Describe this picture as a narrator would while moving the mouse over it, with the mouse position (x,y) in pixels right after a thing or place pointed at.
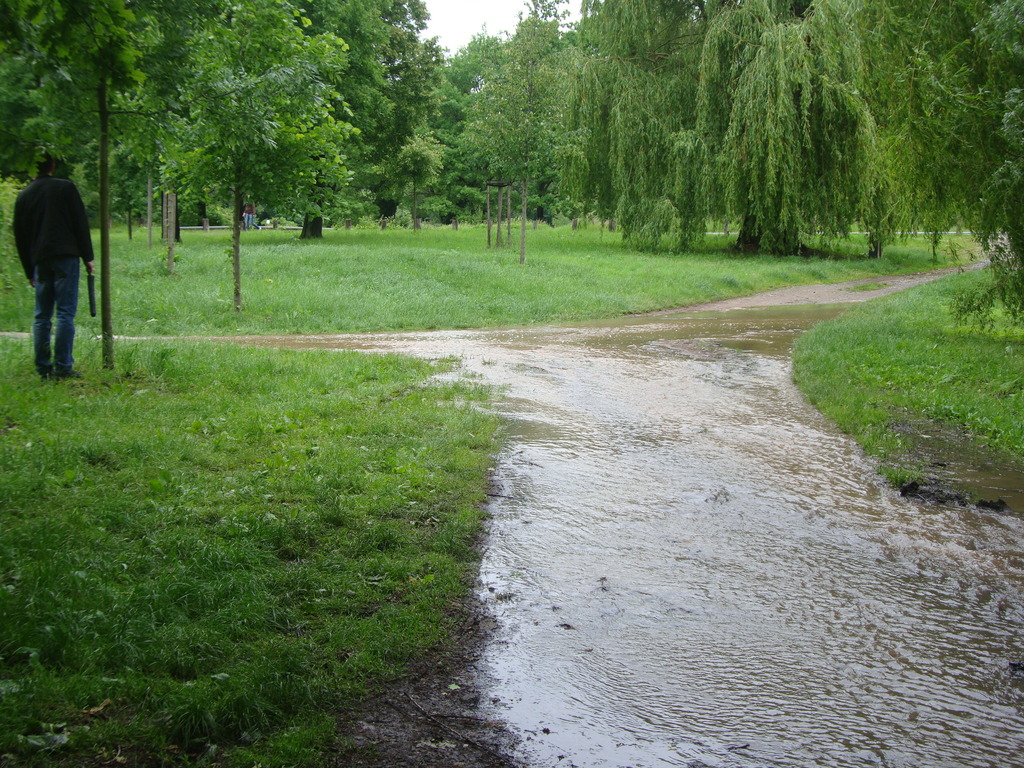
In this picture we can observe some water (653,498) flowing here. There is some grass (53,385) on the ground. We can observe a person (48,325) standing on the left side (38,231). In the background (380,163) there are trees (490,99) and a sky (461,18).
